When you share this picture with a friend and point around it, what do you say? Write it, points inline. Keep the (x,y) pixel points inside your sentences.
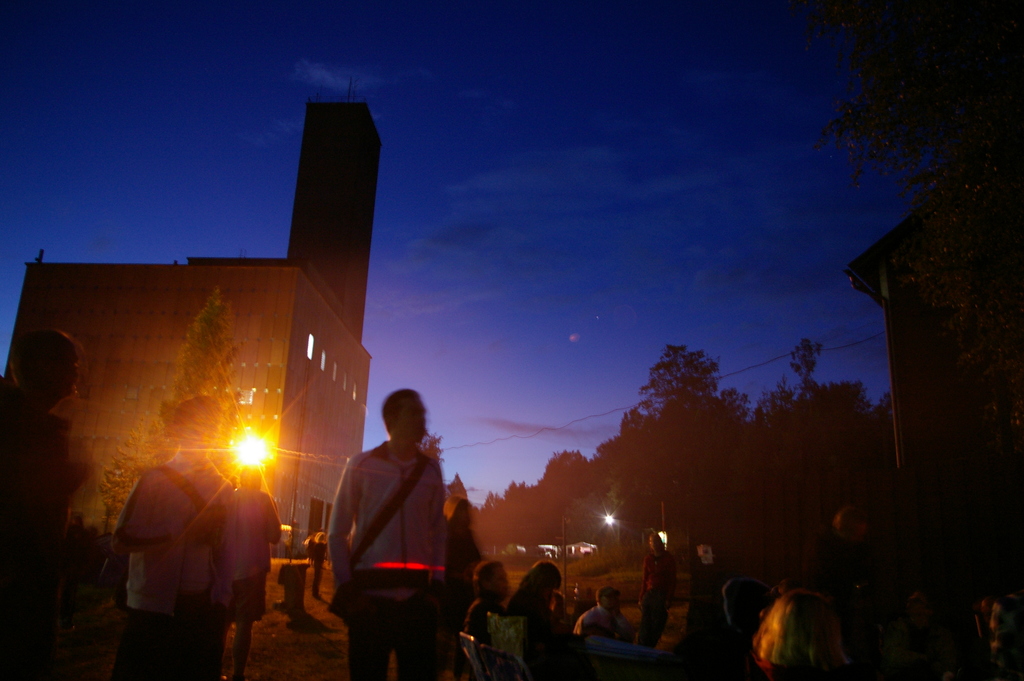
In this image we can see some group of persons (519,612) standing and some are sitting and in the background of the image (464,473) there are some trees (454,497), buildings (194,274), lights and clear sky (525,397).
